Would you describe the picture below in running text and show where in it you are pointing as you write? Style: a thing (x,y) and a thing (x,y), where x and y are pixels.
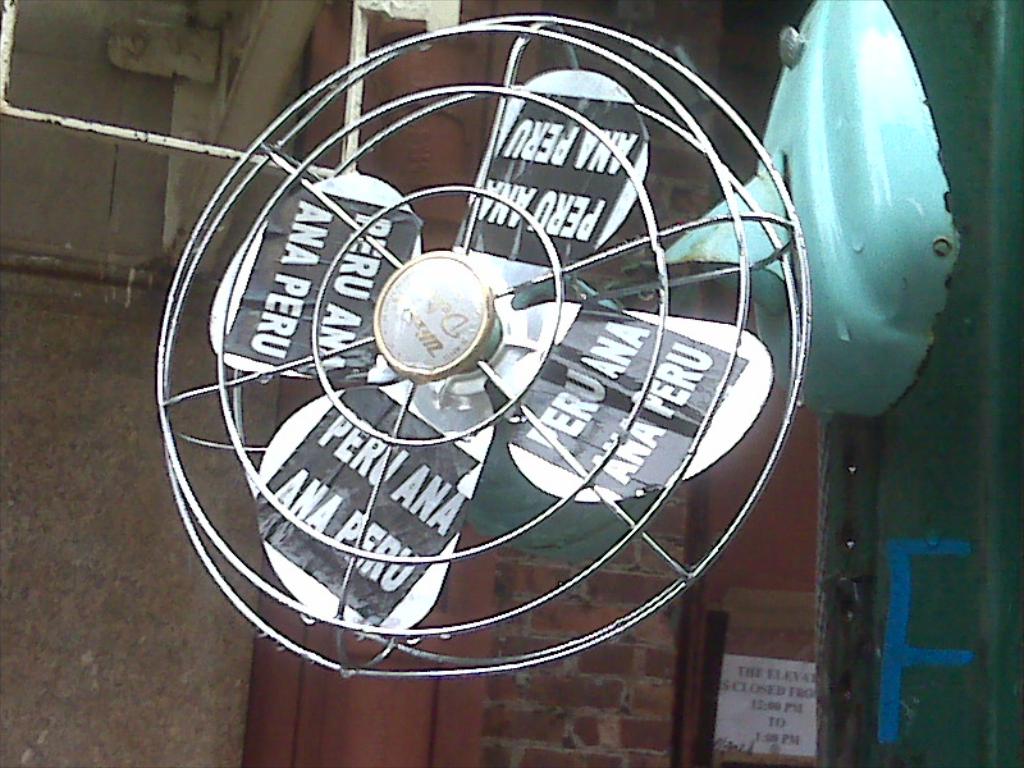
In the center of image (461,294), we can see a table fan (534,333) and in the background (219,627), there is a wall (589,727).
